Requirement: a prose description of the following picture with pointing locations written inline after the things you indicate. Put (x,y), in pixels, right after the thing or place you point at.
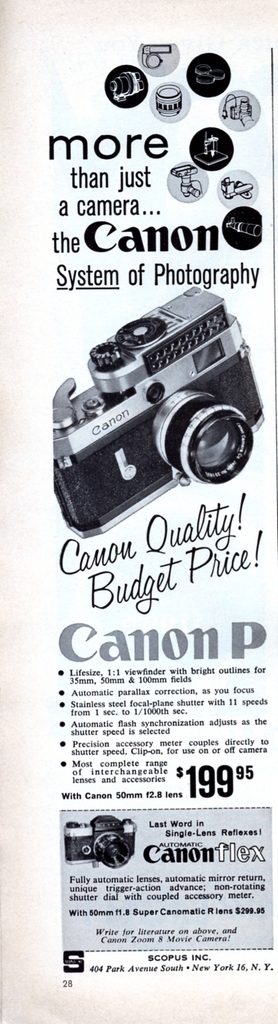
In the foreground of this poster, there is text (168,581) and the cameras (191,449).
